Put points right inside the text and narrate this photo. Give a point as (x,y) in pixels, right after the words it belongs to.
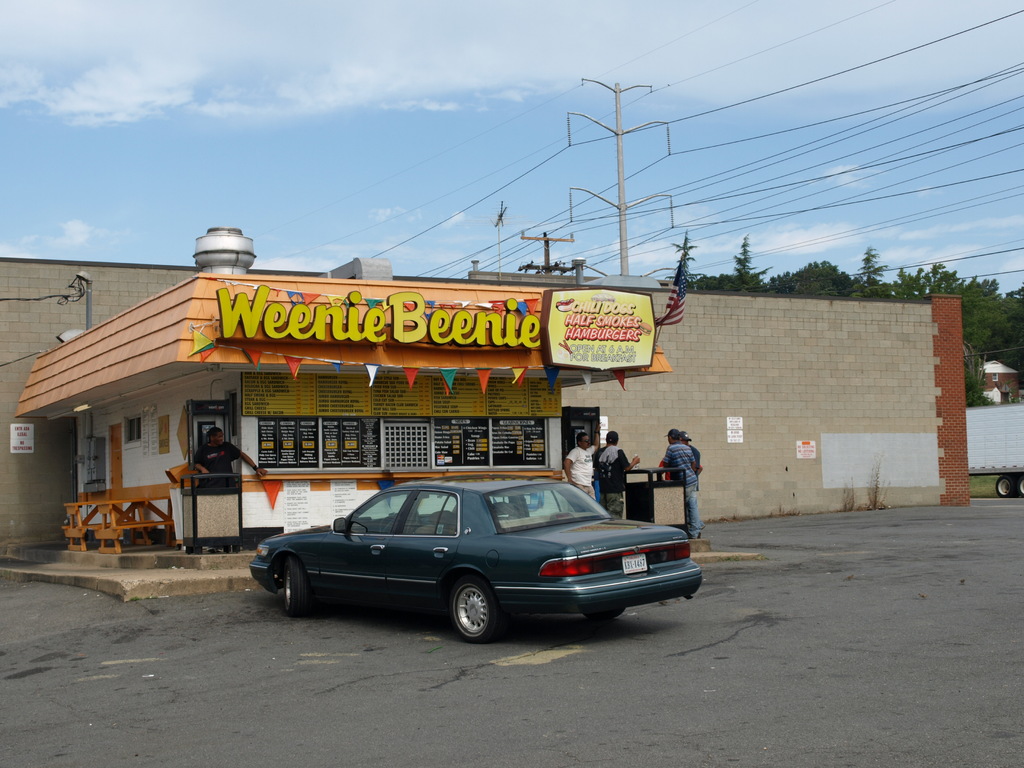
In this picture there is a car (404,543) in the center of the image (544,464) and there is a stall (354,278) in the center of the image (399,312), there are people (607,448) those who are standing in the center of the image (673,444).
